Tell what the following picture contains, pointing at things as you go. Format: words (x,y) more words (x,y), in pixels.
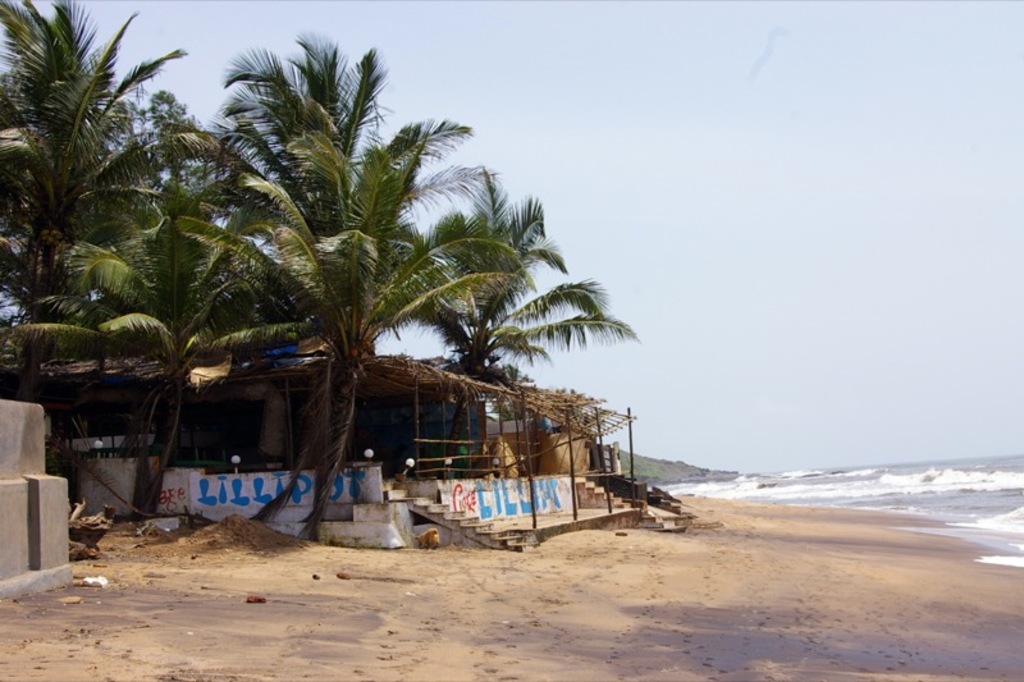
In the image there is a beach (899,531) and in front of the beach (906,580) there is a hut (254,488), there are many coconut trees (114,227) around that hut (556,494).
